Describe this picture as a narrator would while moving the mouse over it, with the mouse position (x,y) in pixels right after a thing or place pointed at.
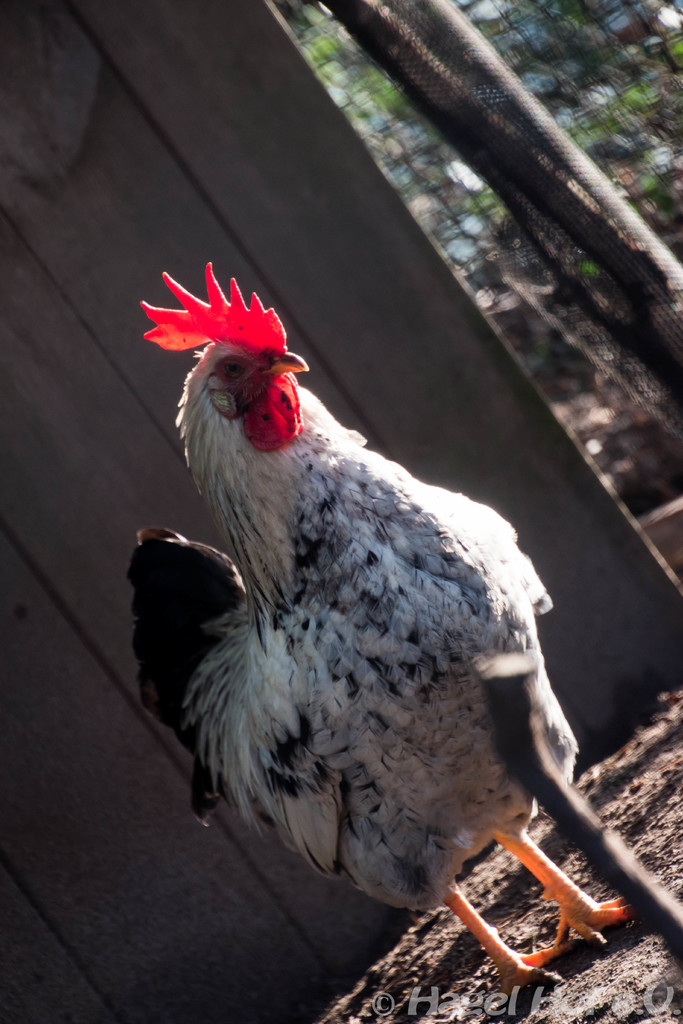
In this image we can see a cock (308,664). In the back (251,239) there is a wooden wall (225,177). And it is blurry in the background (547,144).
